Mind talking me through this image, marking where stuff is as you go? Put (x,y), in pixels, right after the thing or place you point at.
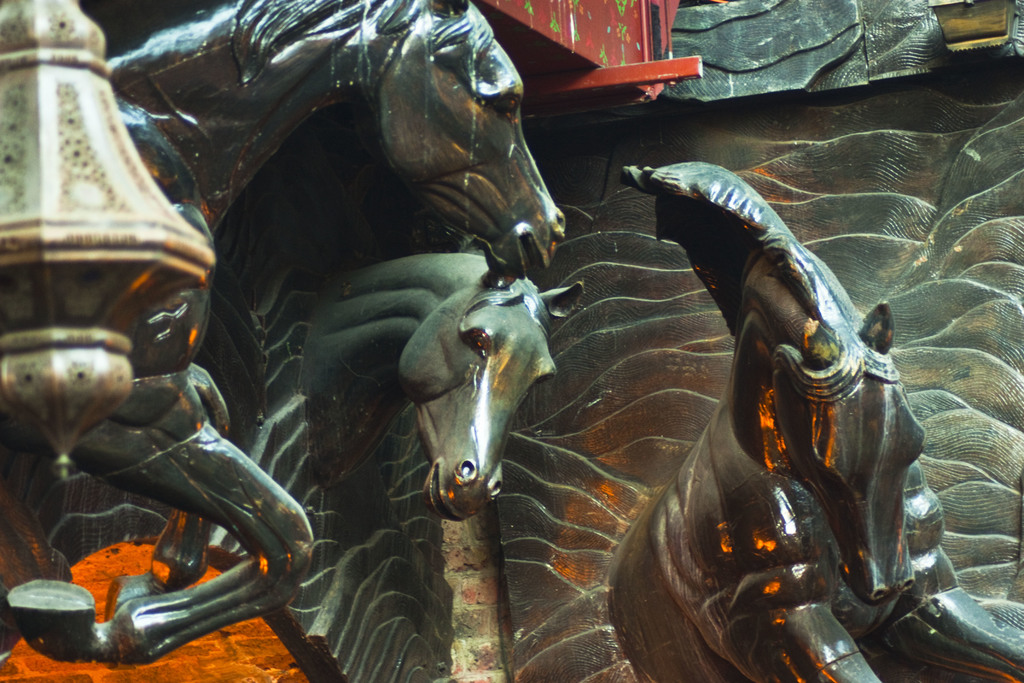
There are few statues (510,308) of horses (835,412) and there are some other objects (521,51) beside it.
